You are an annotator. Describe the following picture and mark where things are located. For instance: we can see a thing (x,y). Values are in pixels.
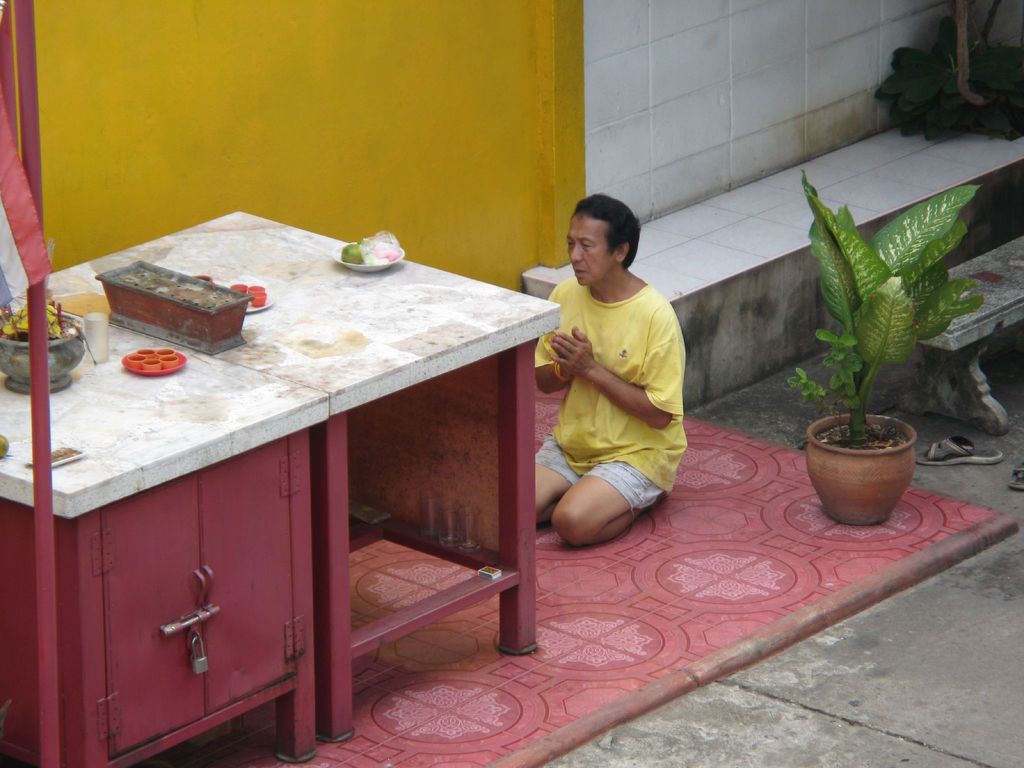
in this picture there is a wooden desk (189,554) in front of the man (566,312) and the man (598,198) who wore yellow t-shirt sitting on the floor (642,523) holding his hands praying in front of the desk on the right side of the man (588,527) there is a big yellow wall (377,24) there is a small plant (901,315) behind the man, a pair of slippers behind the tree (906,333) and there is a red carpet (668,529) spread over the floor (493,620).
